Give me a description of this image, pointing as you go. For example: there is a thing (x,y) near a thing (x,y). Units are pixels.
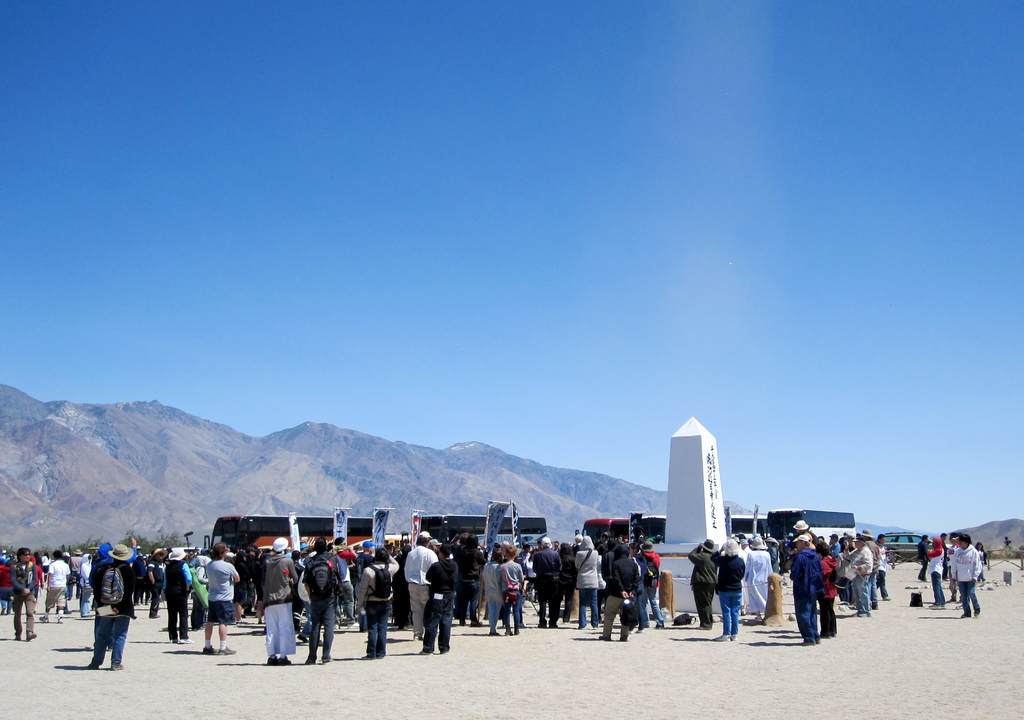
In this image there is a crowd (333,625) in the bottom of this image (432,619). There is a tower (682,551) on the right side of this image (690,489). and there are some buses (540,523) are behind to this tower (702,499). There are mountains (245,453) on the left side of this image (207,471). There is a sky (507,225) on the top of this image (463,172).
